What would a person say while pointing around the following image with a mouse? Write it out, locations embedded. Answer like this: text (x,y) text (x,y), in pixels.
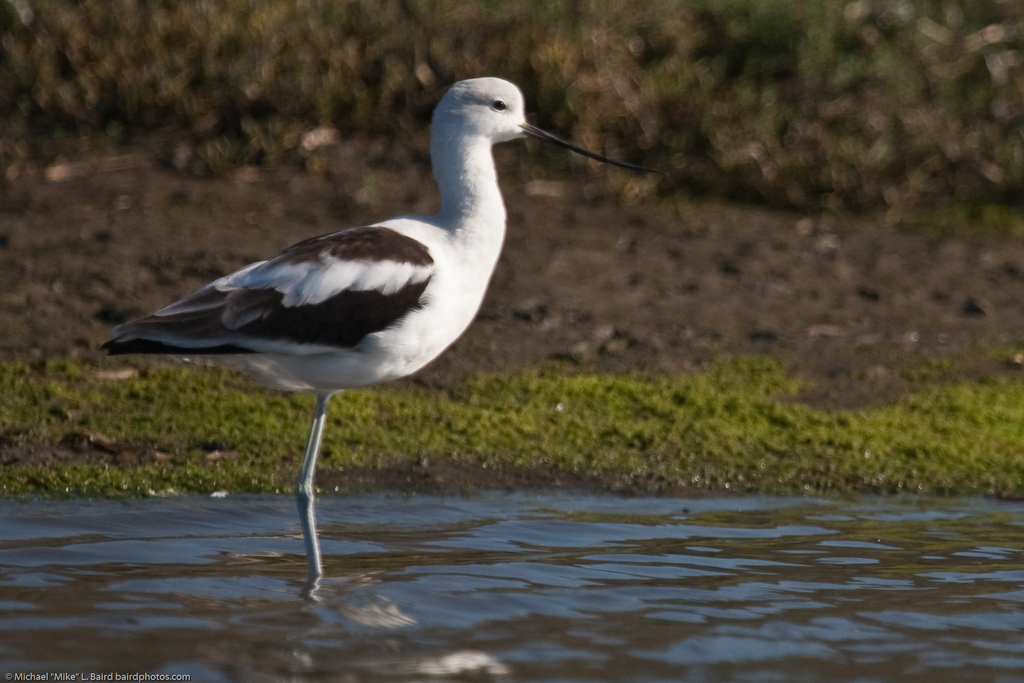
In this image, this is a bird (302,354) standing in the water (378,573). This is the grass (605,432). The background (823,119) looks blurry.
